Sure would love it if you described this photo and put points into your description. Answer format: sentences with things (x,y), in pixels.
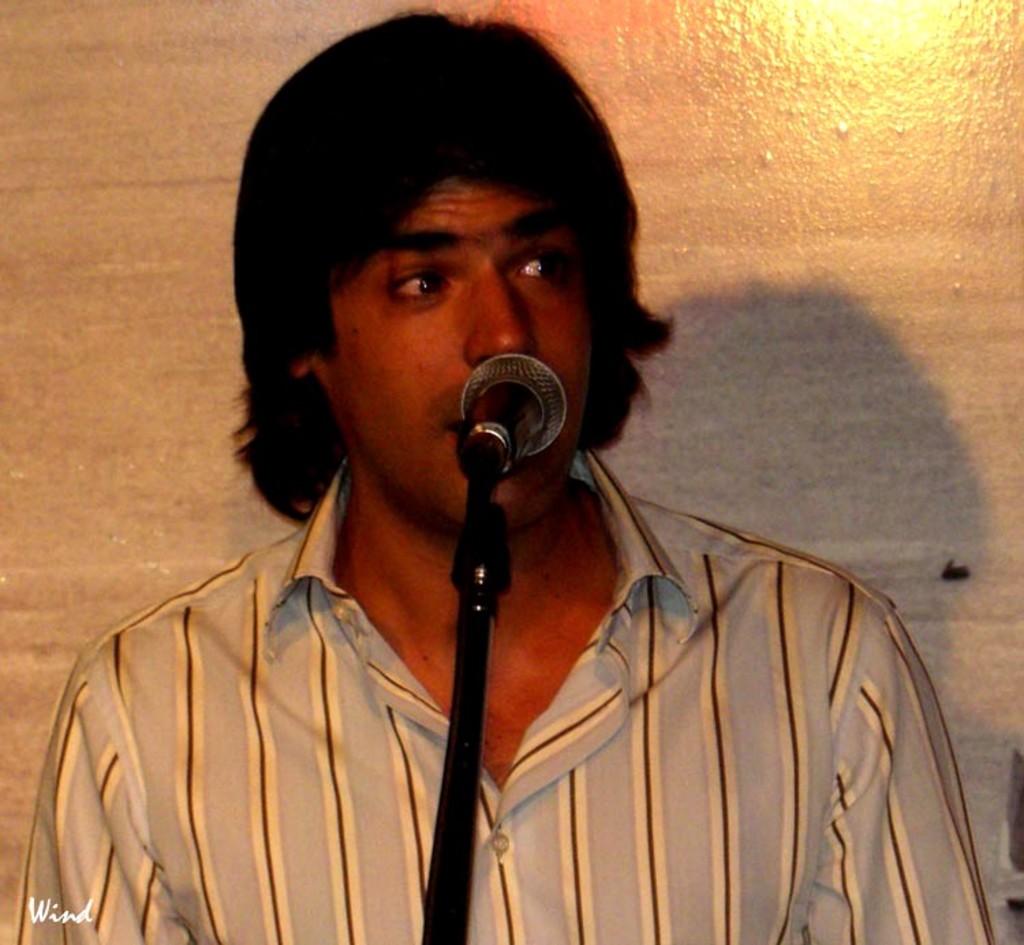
In this image we can see there is a man (731,614) and he is talking about something on the mike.
